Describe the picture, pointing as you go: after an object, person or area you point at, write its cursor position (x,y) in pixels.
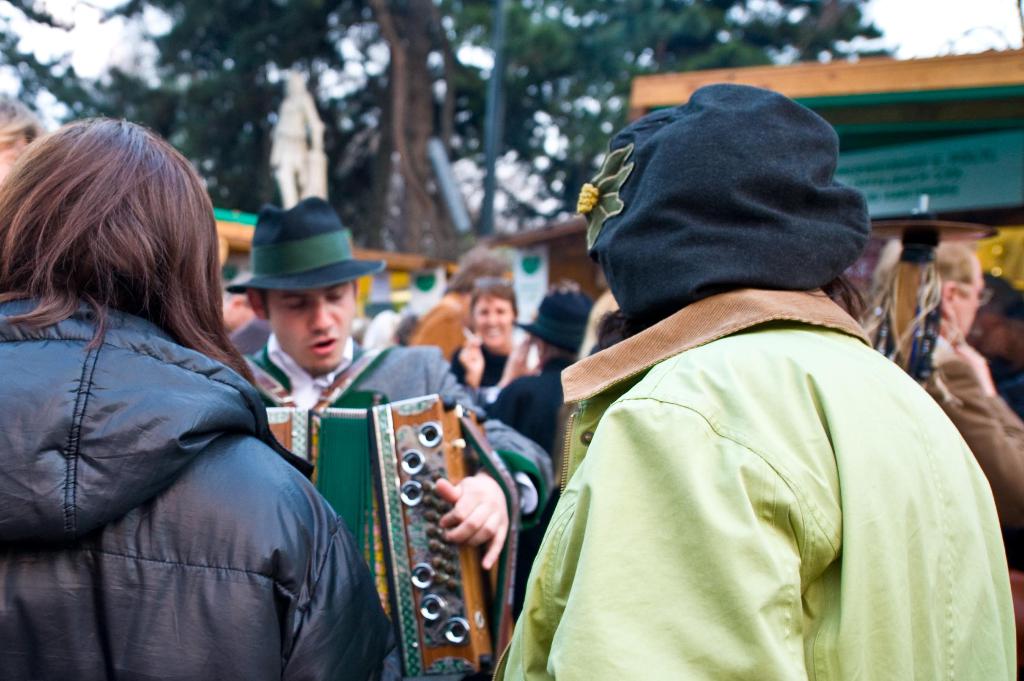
In this image there are two persons (349,581) in the middle (600,434). The person (711,511) on the right side (797,491) is wearing the black color hat (679,215). In front of him there is a man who is playing the accordion (374,502). In the background (537,344) there are so many people (544,321) who are standing on the floor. Behind them there is a tree (398,94). On the right side (904,117) there is a building (940,145).
